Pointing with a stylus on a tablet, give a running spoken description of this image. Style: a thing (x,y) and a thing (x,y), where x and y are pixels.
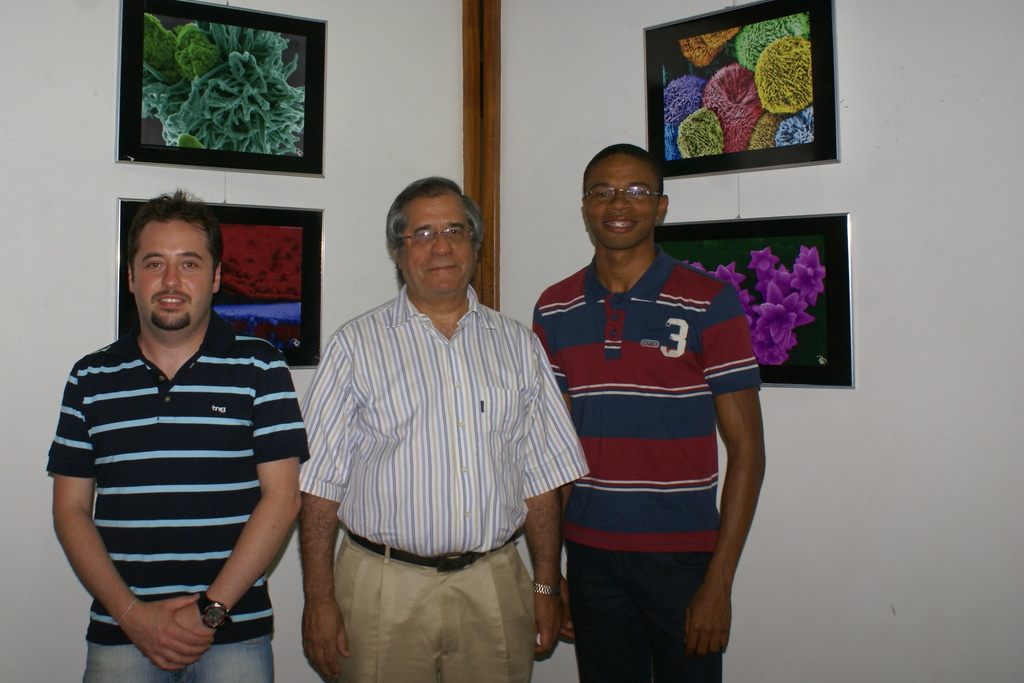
In this image there are three persons (344,347) standing with a smile on their face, behind them there are a few frames (770,12) hanging on the wall (526,160).
